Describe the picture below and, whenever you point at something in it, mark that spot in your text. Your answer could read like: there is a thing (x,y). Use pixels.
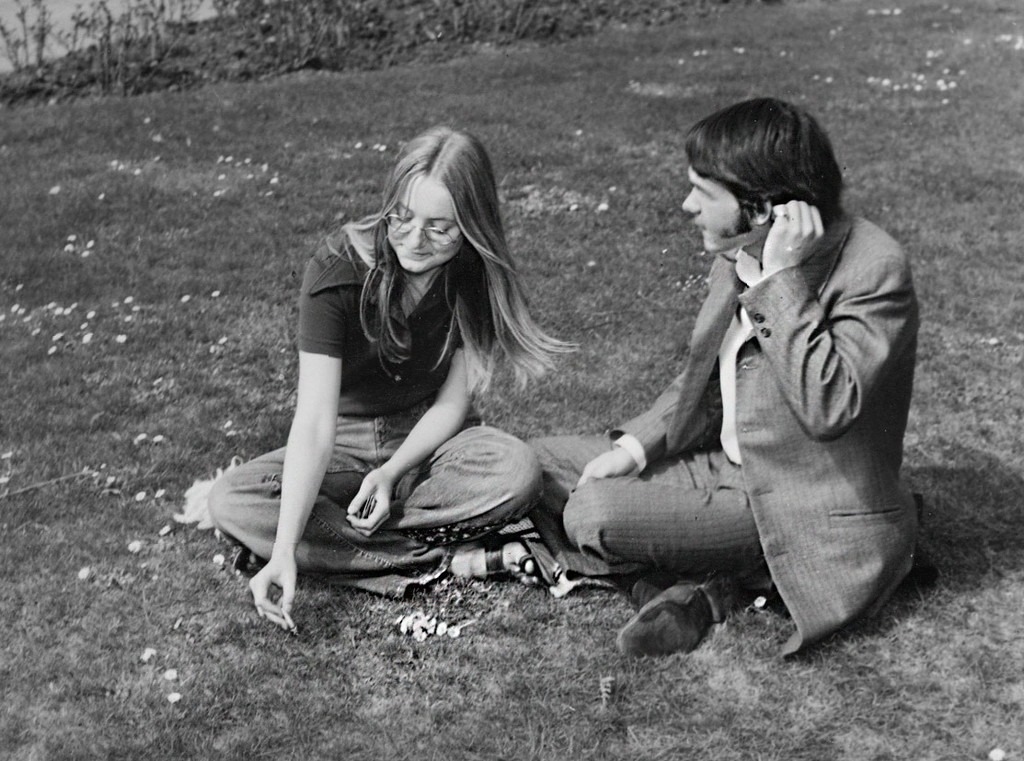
In the image we can see a man (557,437) and a woman (360,408) sitting, wearing clothes (723,455) and the woman (370,437) is wearing spectacles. Here we can see grass (354,687), plants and tiny flowers (174,694).
